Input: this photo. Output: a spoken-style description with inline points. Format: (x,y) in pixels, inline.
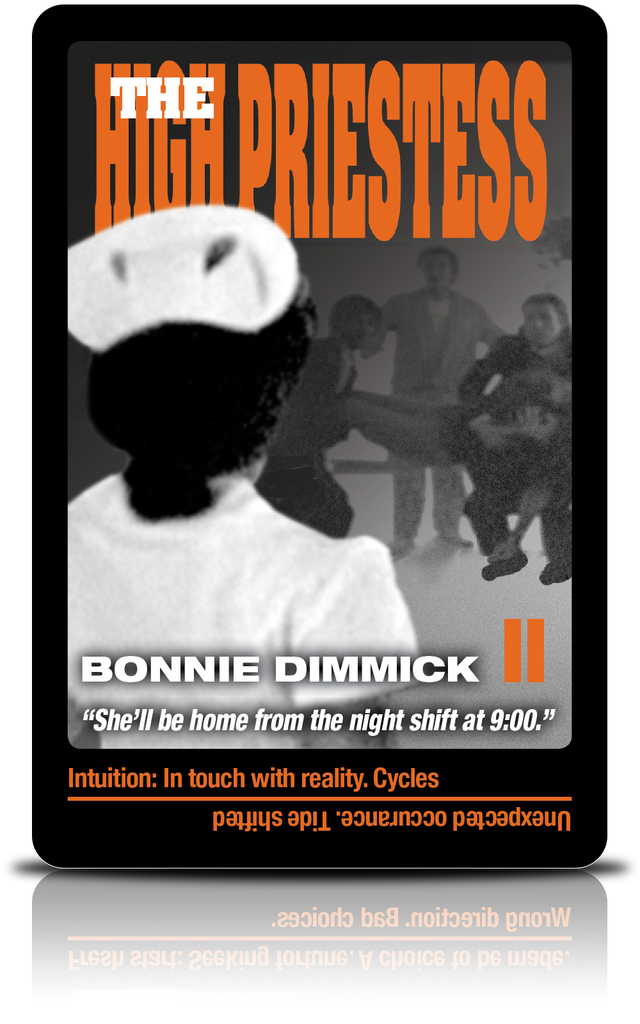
This looks like a poster (424,369). I can see letters (490,155) and people (255,653) in the poster (375,566). I can see the reflection (98,879) of the poster (106,768).
